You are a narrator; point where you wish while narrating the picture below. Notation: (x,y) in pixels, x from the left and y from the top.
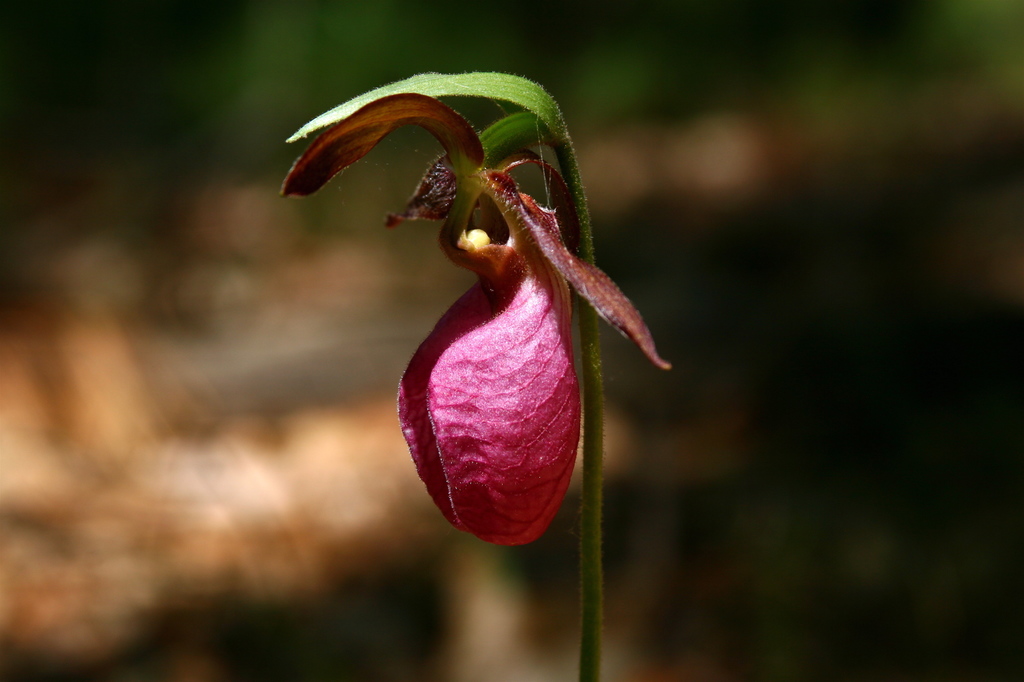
In this picture, we see a plant (592,527) which has a flower (484,403). This flower (498,426) is in pink color. In the background (360,207), it is in black color. This picture is blurred in the background (806,233).
